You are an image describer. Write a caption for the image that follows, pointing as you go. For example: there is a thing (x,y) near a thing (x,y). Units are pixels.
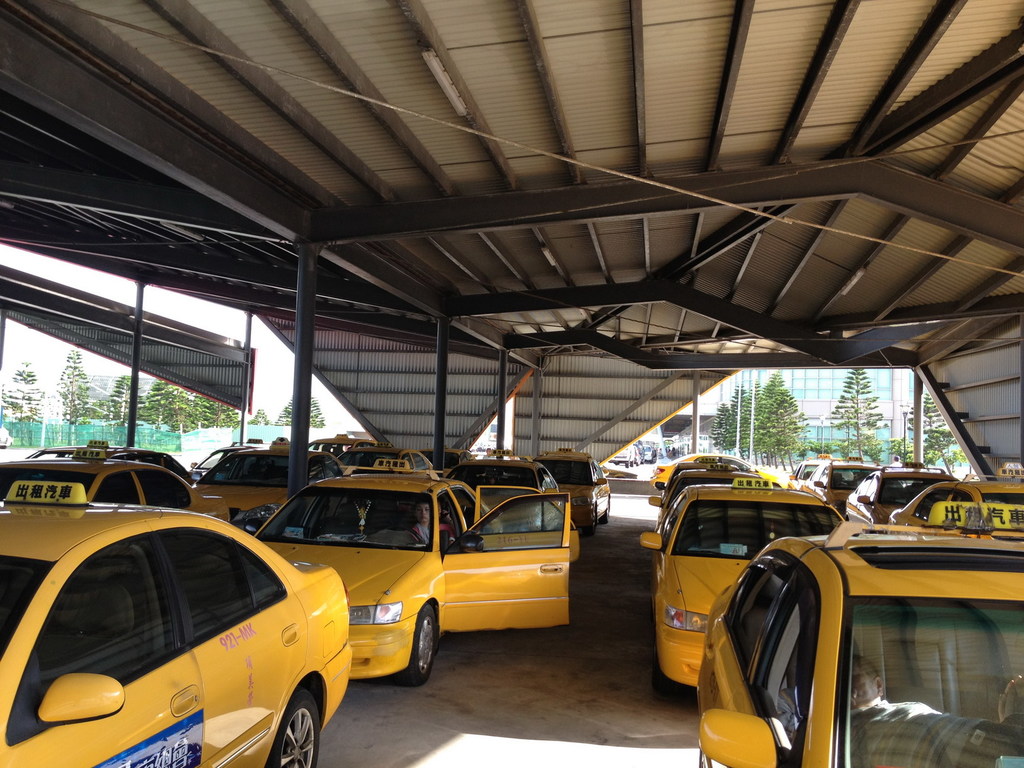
In the picture I can see yellow color cars (497,592) on the ground (509,629). In the background (815,446) I can see poles (309,465), buildings (834,439), trees (784,416), fence (262,438), the sky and some other objects (601,442).
